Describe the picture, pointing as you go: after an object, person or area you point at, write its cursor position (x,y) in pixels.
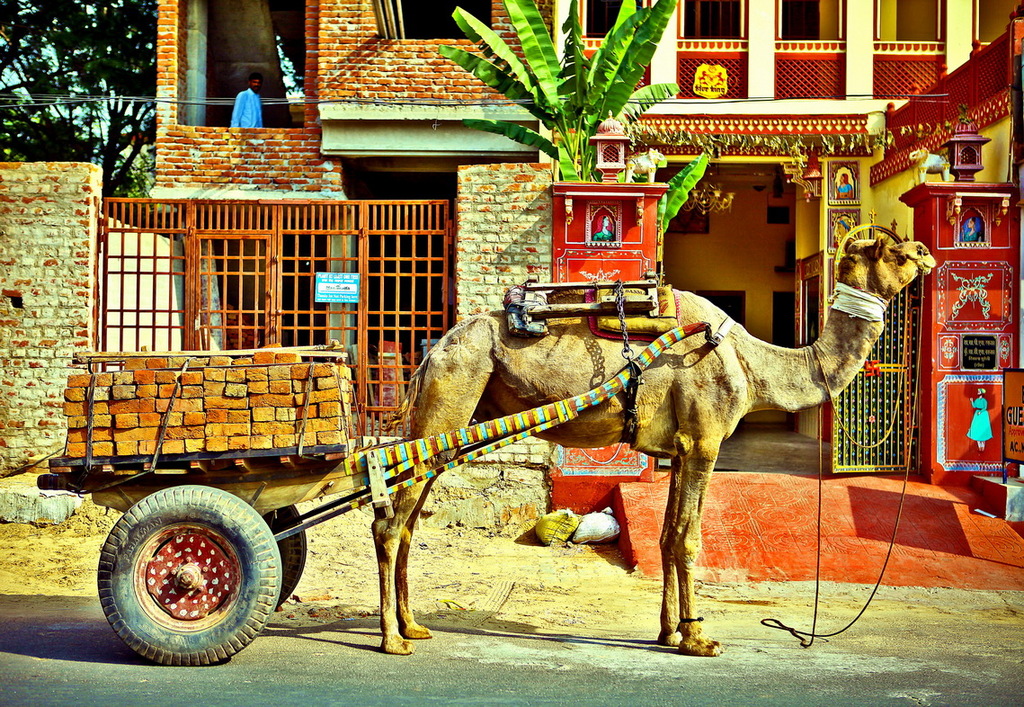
In this image we can see a camel cart (162,592) and on the cart (203,515) we can see bricks (118,400). In the background (216,324) we can see a building (264,190), a person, plant (599,87), gates (400,329), objects (614,138), bags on the ground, pictures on the walls (938,463), trees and sky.
